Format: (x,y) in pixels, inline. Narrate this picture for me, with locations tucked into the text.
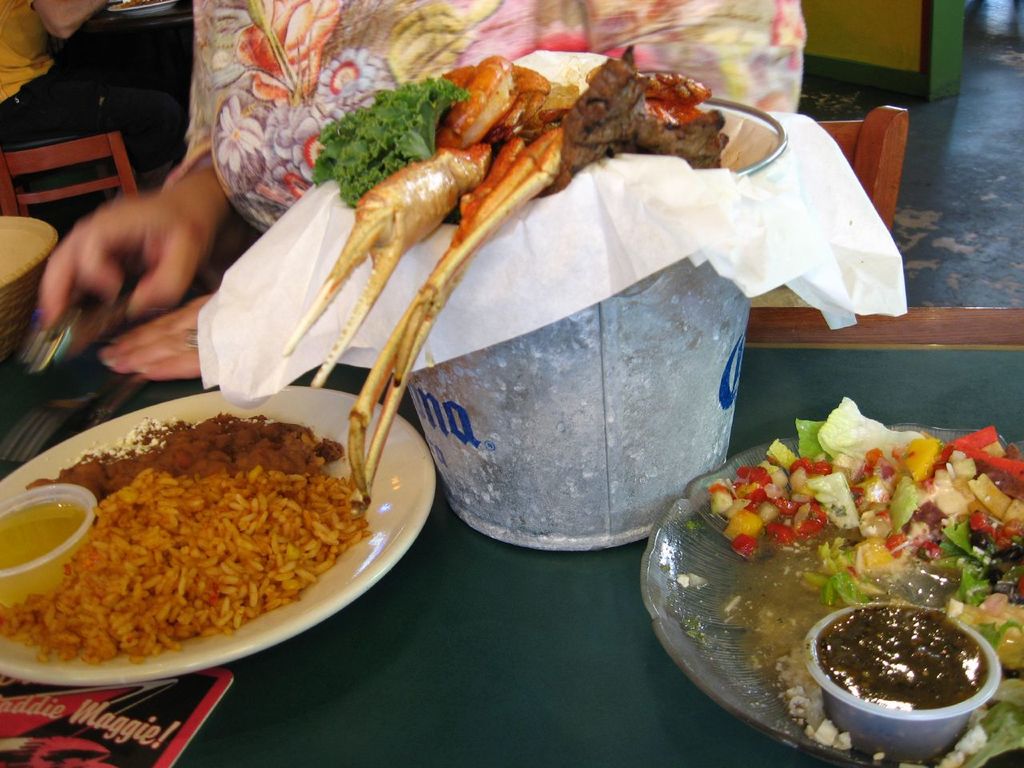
In this image, we can see plates (689,571), bowls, food items (420,327), a food bucket (421,371) and some other objects (142,716) on the tables (452,650) and there are people (267,87) sitting on the chairs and one of them is holding an object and there is a wall (882,32). At the top right (957,178), there is a floor (958,198).
